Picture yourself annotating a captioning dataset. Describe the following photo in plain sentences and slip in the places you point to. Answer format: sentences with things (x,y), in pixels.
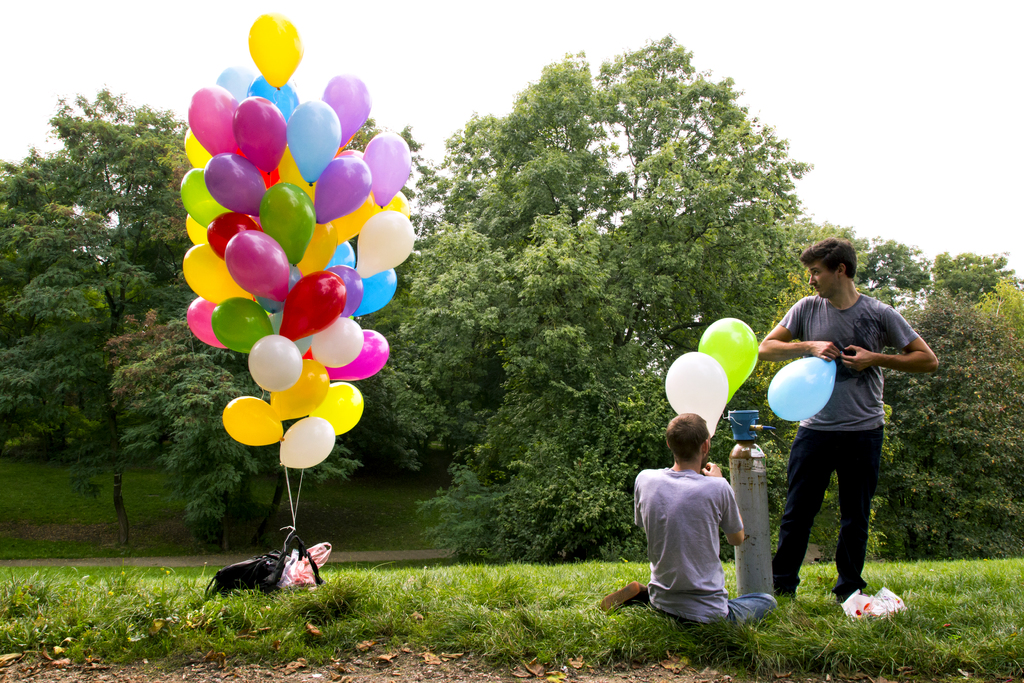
In this picture we can see 2 people (707,613) on the grass (820,606) holding balloons (832,356). On the left side (288,439), we can see a bunch of balloons (348,366). In the background (518,326), we can see many trees (209,422).
